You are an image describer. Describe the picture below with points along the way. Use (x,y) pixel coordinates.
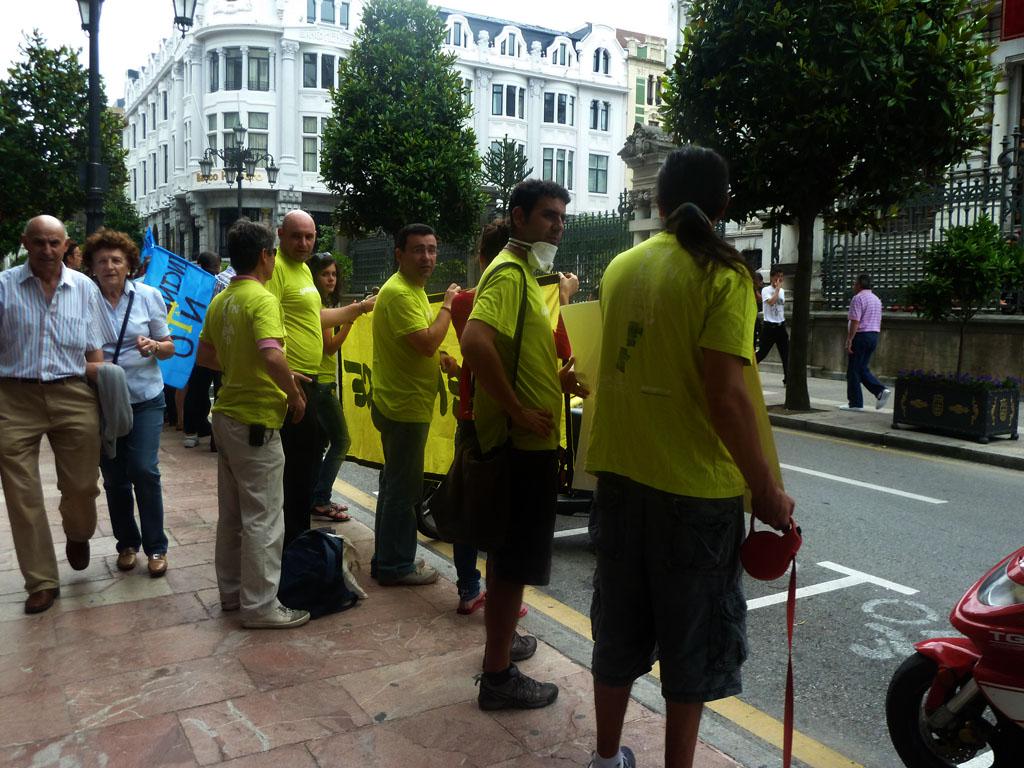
In the picture we can see some people (674,611) are standing on the path (626,735) holding the banner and behind them, we can see two people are walking and in the background (427,82), we can see the trees (39,205), building (276,64) and a part of the sky (142,56).
